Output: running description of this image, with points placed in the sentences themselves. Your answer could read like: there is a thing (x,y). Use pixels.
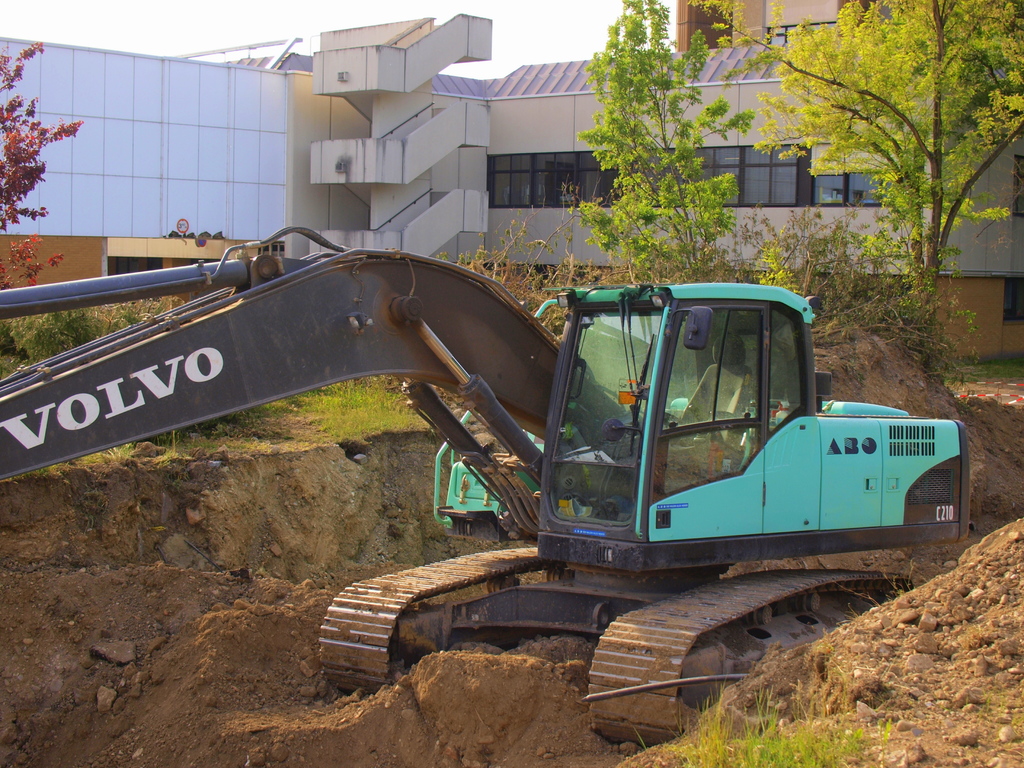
In this picture we can observe a crane (621,440) which is in blue color. We can observe some mud (257,703) here. There are some trees (652,178). In the background (400,178) there is a building (425,120) and a sky (139,30).
